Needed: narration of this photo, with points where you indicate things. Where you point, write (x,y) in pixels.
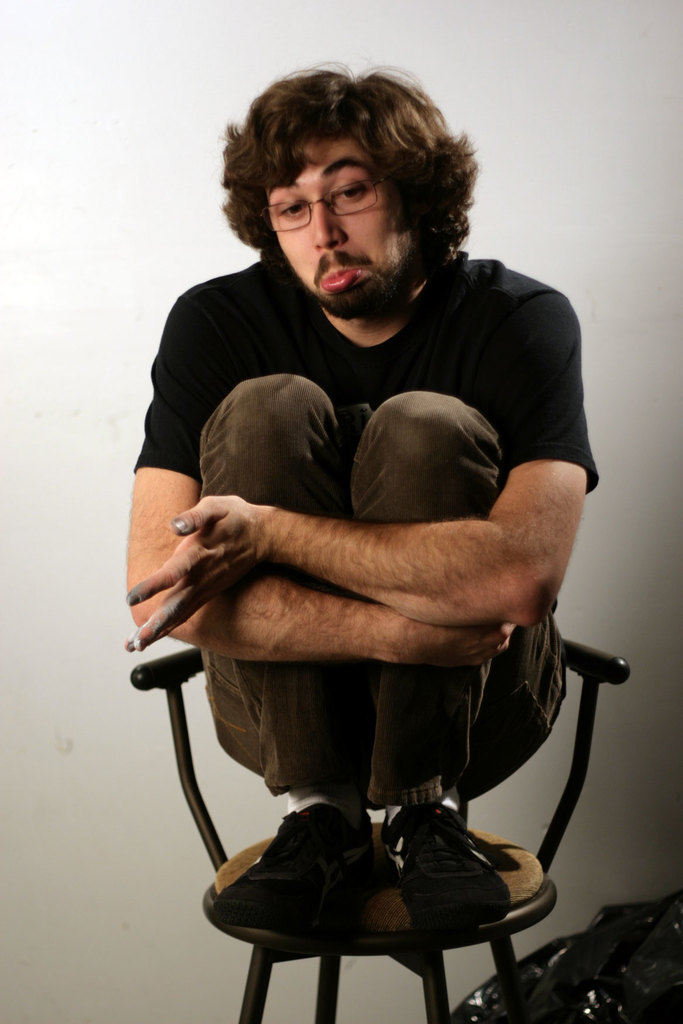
In this image in the center (380,552) there is one person (373,430) sitting on chair (535,905), and he is wearing spectacles (342,192). And in the background (631,317) there is wall (363,1002), and in the bottom right hand corner (535,973) there is something.
